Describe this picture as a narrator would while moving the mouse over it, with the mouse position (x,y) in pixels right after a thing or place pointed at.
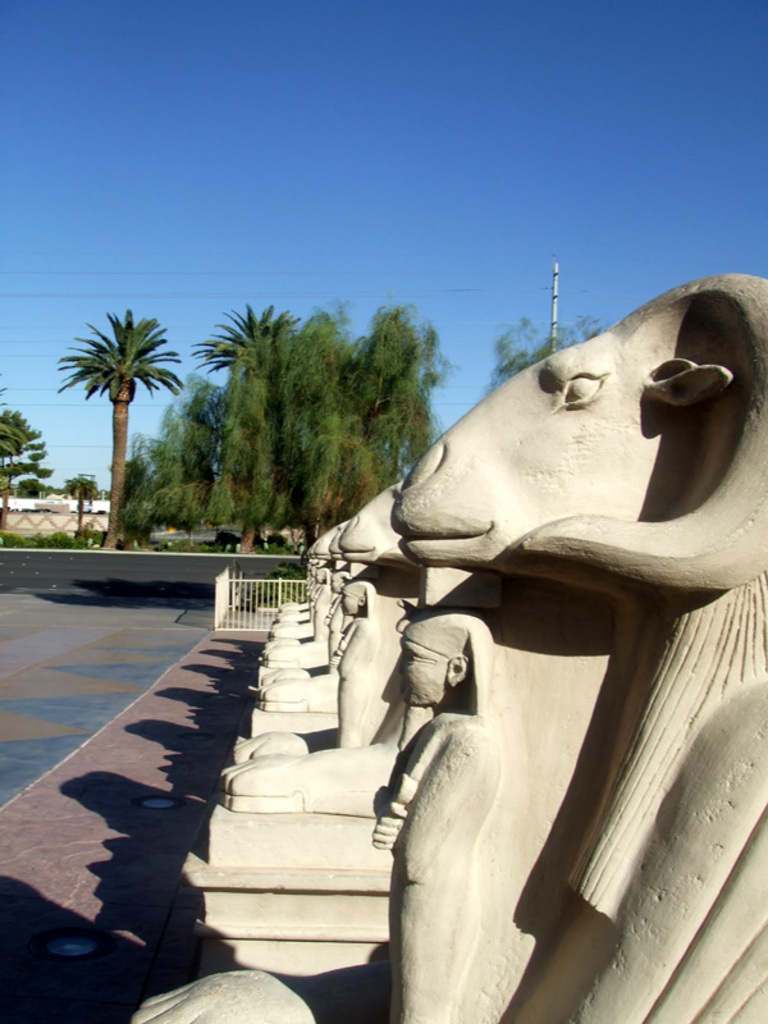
In the picture there are few sculptures (437,879) and behind the sculptures (314,593) there are many tall trees (284,451), there is a path (215,681) in front of the sculptures (189,1023). In the background (279,185) there is a sky (532,93).
